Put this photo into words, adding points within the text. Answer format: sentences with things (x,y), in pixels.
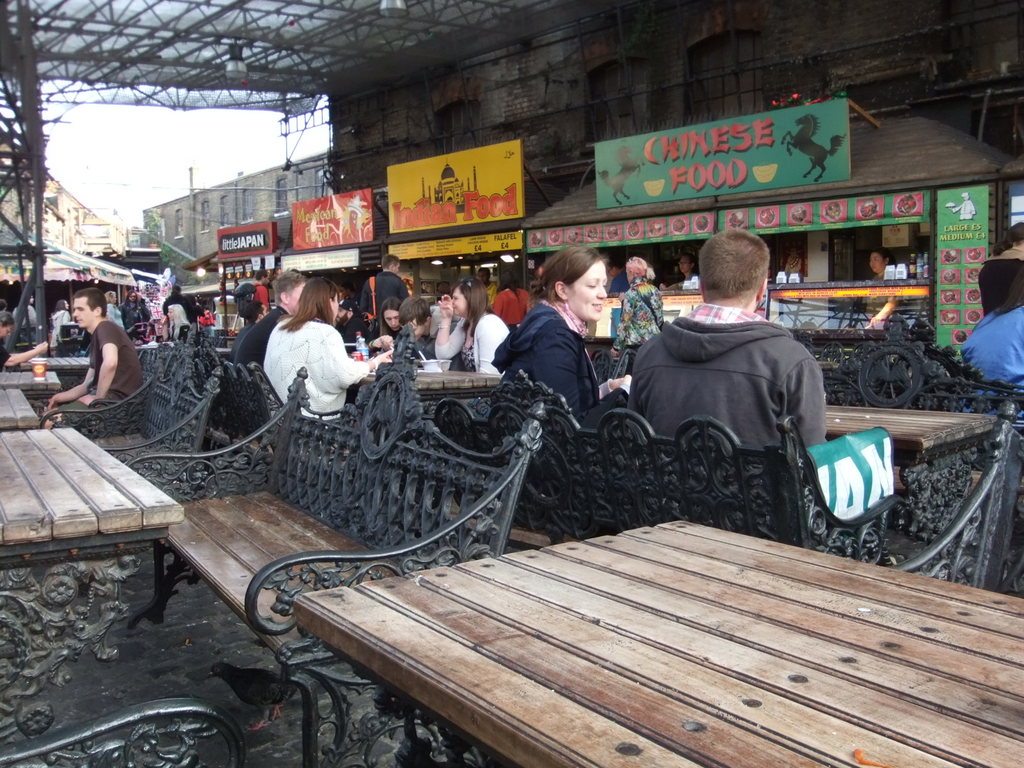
In this image I see number of buildings (45,198) and I see few boards (484,205) on which there is something written and I see number of people (266,332) who are sitting on benches (374,405) and I see the tables (57,441). In the background (127,165) I see the sky (137,153).
